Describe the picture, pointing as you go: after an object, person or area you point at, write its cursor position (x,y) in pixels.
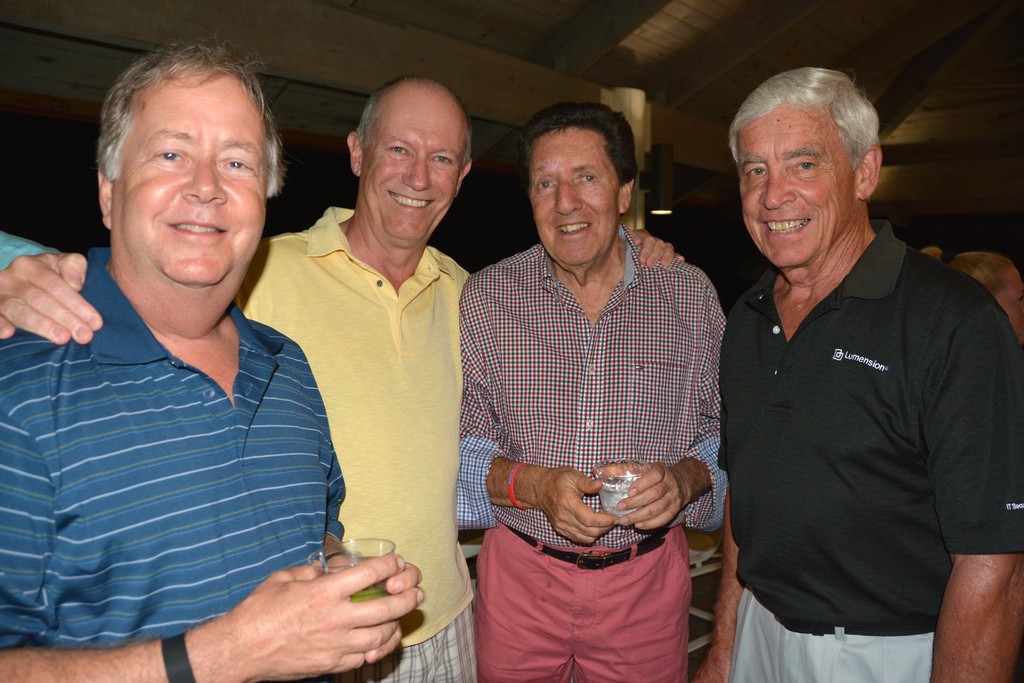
In this image we can see four men (155,348) standing and smiling. We can also see two persons (467,491) holding the glasses (617,491). In the background (661,68) we can see the light (666,197) and also the wooden roof (852,46) for shelter (952,176).
